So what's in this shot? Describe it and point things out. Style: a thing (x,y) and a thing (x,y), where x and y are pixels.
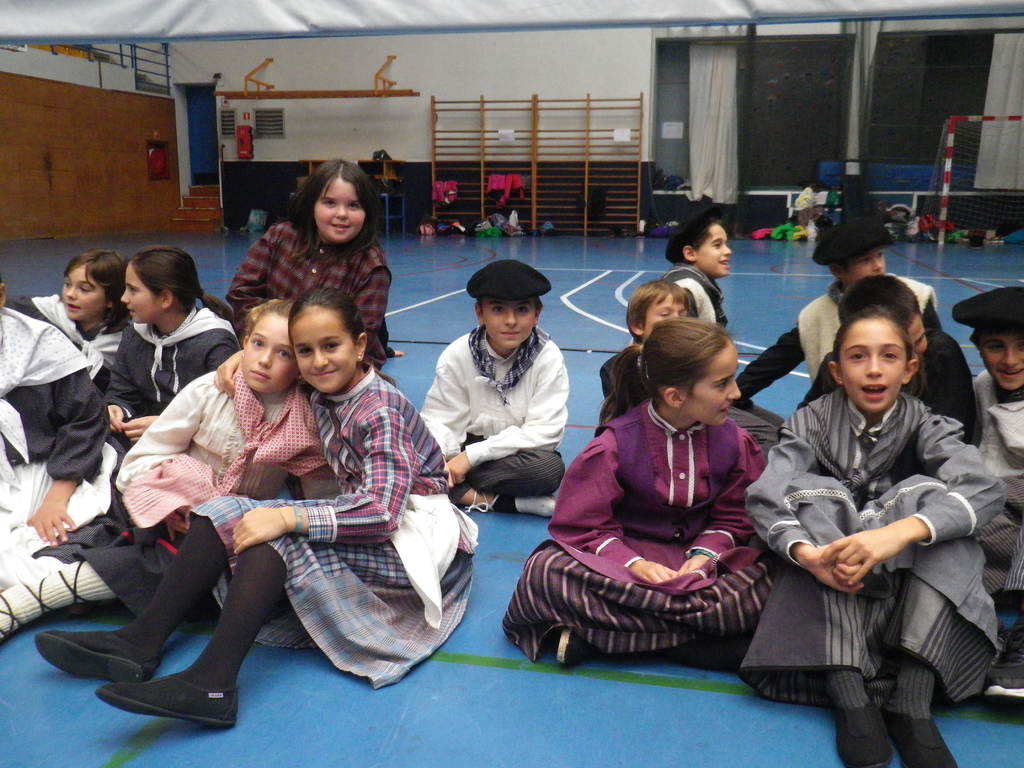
In this picture I can see there are a group of kids (358,419) sitting in the playground (305,680) and few of the girls (617,571) are wearing frocks (393,594), shoes (484,492) and the boys (695,238) are wearing shirts (801,447), pant (516,486) and caps (492,289) and the girls (335,178) here on to left (324,301) are smiling and there is a wall (374,98) in the backdrop (93,85) and there is a window (795,114) with a curtain (1019,124) and there is a door (211,147) and there are few stairs (200,195) here.
